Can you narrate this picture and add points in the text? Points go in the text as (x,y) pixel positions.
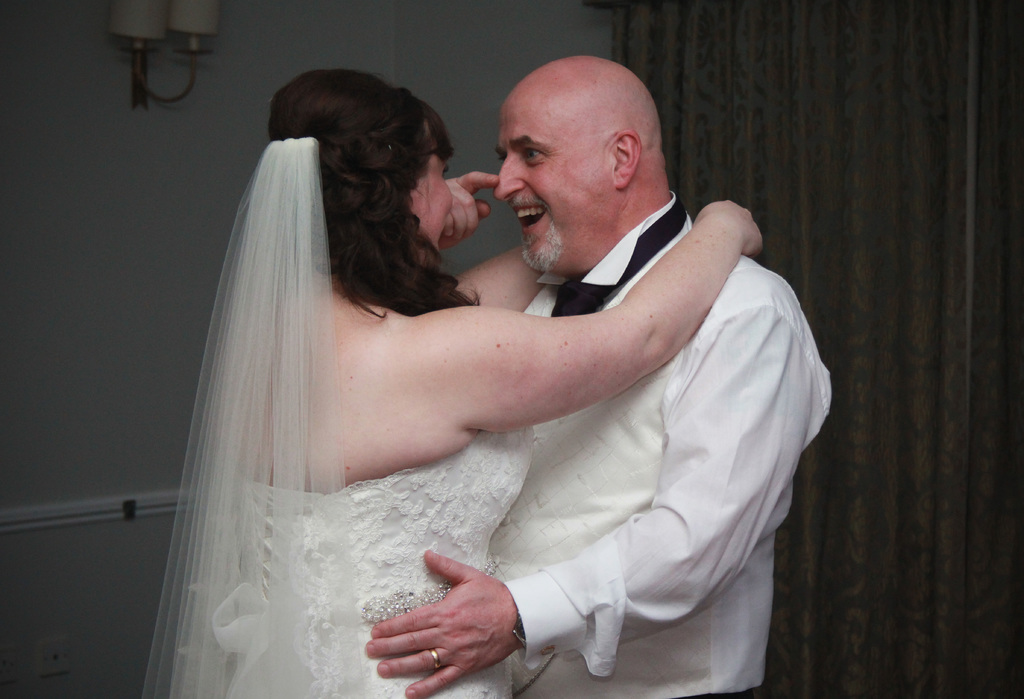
In the center of the image (556,380) we can see two persons (610,443) are standing and they are smiling, which we can see on their faces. And the woman (358,526) is in white color dress (406,555). In the background (895,190) there is a wall (176,66), lamp (141,40), curtain (957,186) and a few other objects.
